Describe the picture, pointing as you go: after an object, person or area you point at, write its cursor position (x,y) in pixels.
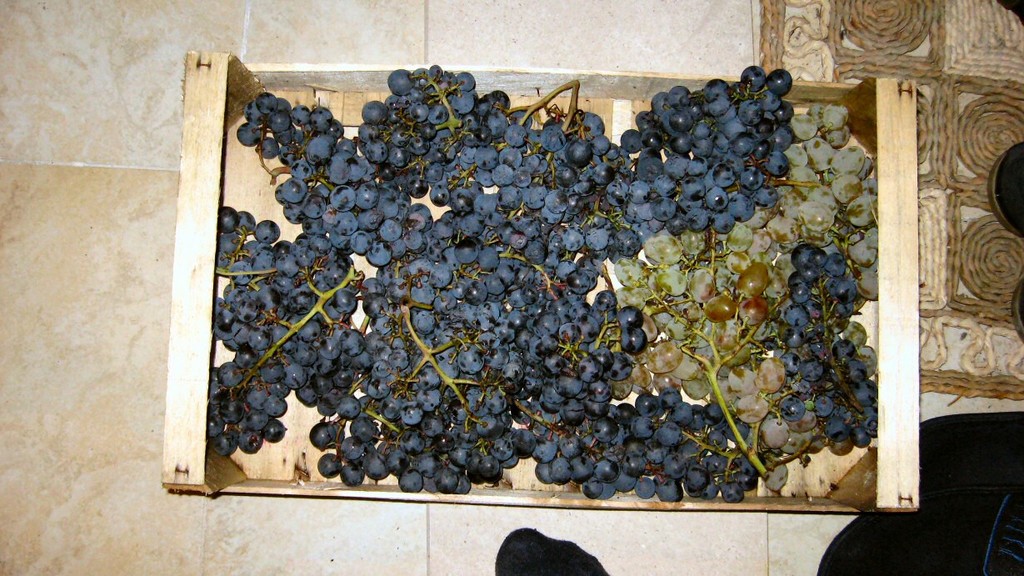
This is the picture of grapes (585,192) in the box (356,136). And there is a floor (27,541) at the bottom (63,572).
